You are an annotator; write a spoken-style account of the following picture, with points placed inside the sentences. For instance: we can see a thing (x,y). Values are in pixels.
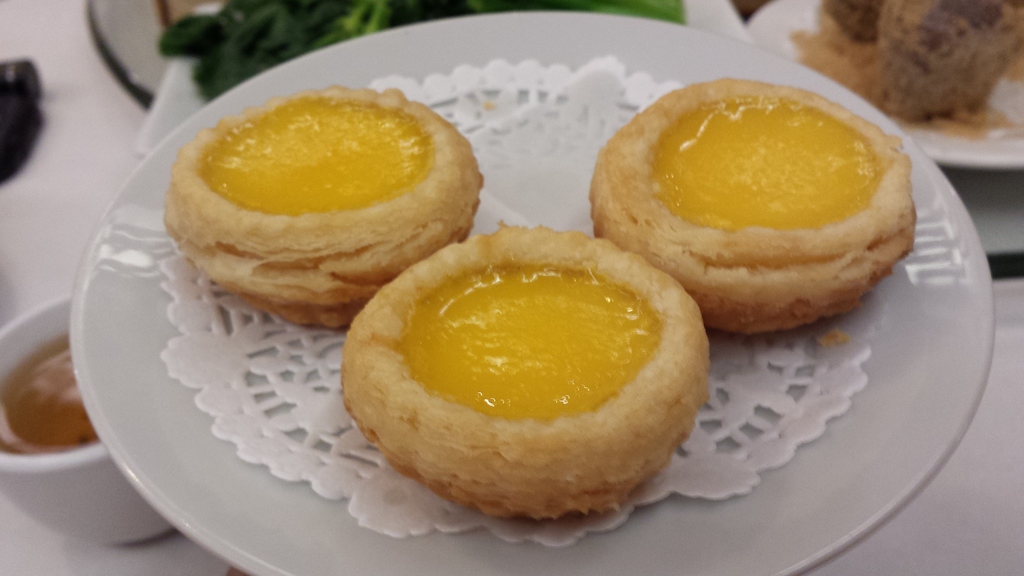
In the image I can see food items (524,271) on white color plates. I can also see cups (75,387) and some other objects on a white color surface (35,554).
